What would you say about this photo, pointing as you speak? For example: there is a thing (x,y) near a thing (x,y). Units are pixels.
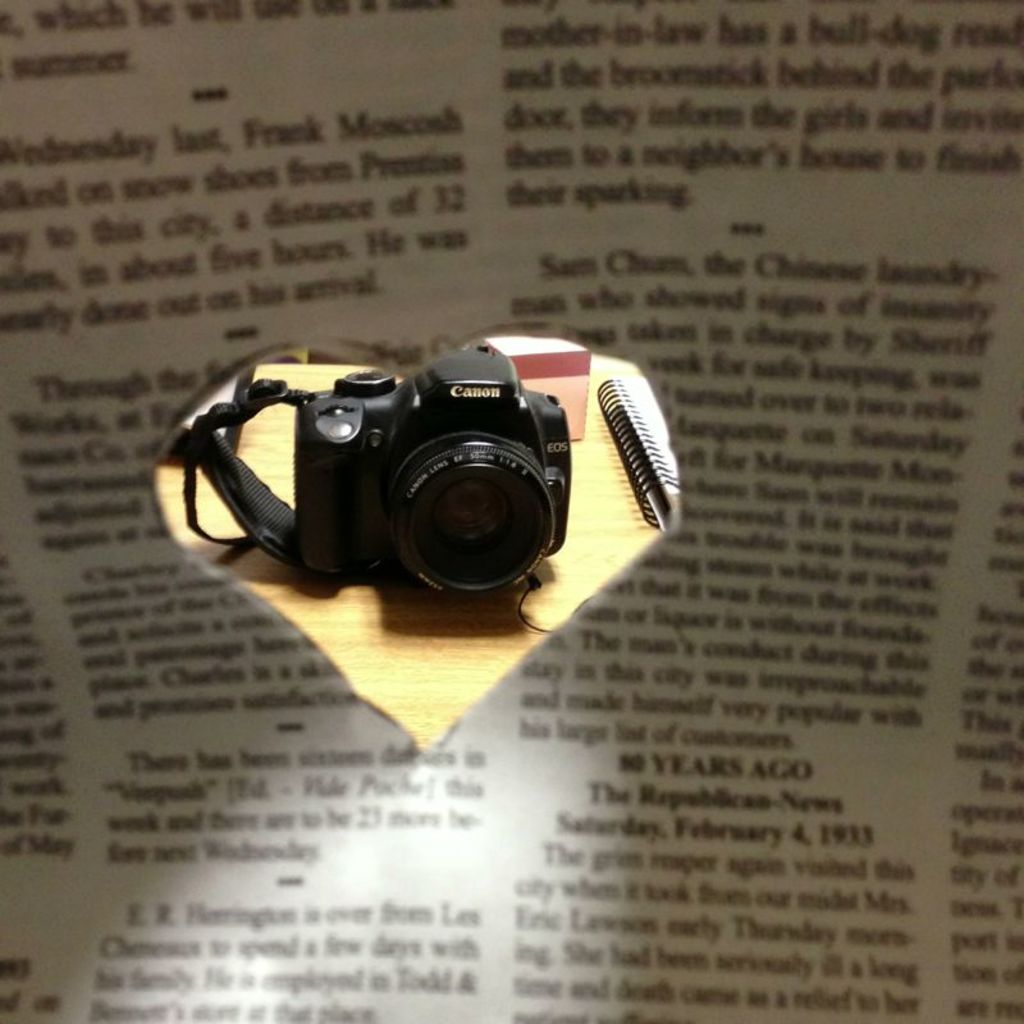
In this picture there is a camera (394,485), box (556,342) and there is a book (653,486) on the table (612,504). In the foreground (719,692) there is a paper (801,533) and there is a text (559,665) on the paper (488,751) and there is a hole (436,736) on the paper (417,361) in the heart shape.
